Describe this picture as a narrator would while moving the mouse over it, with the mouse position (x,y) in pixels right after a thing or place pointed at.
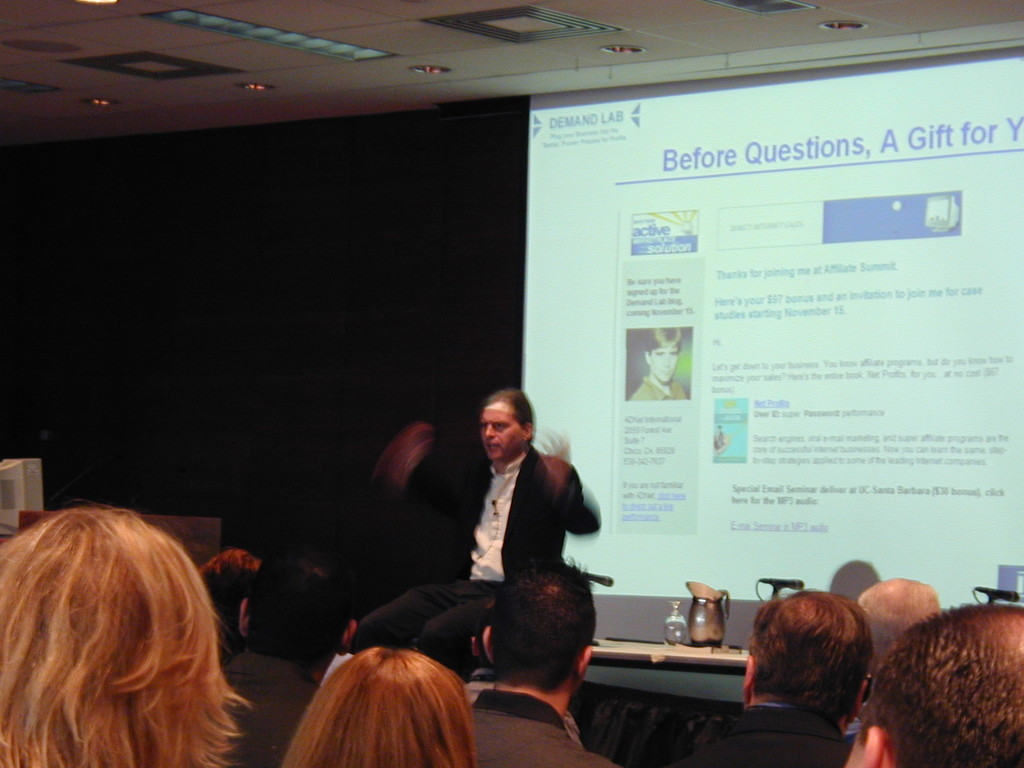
As we can see in the image there are few people (586,650) and wall (266,327). There is a table (657,644) and screen (744,340). On table (715,697) there are mugs (704,624). The image is little dark.
